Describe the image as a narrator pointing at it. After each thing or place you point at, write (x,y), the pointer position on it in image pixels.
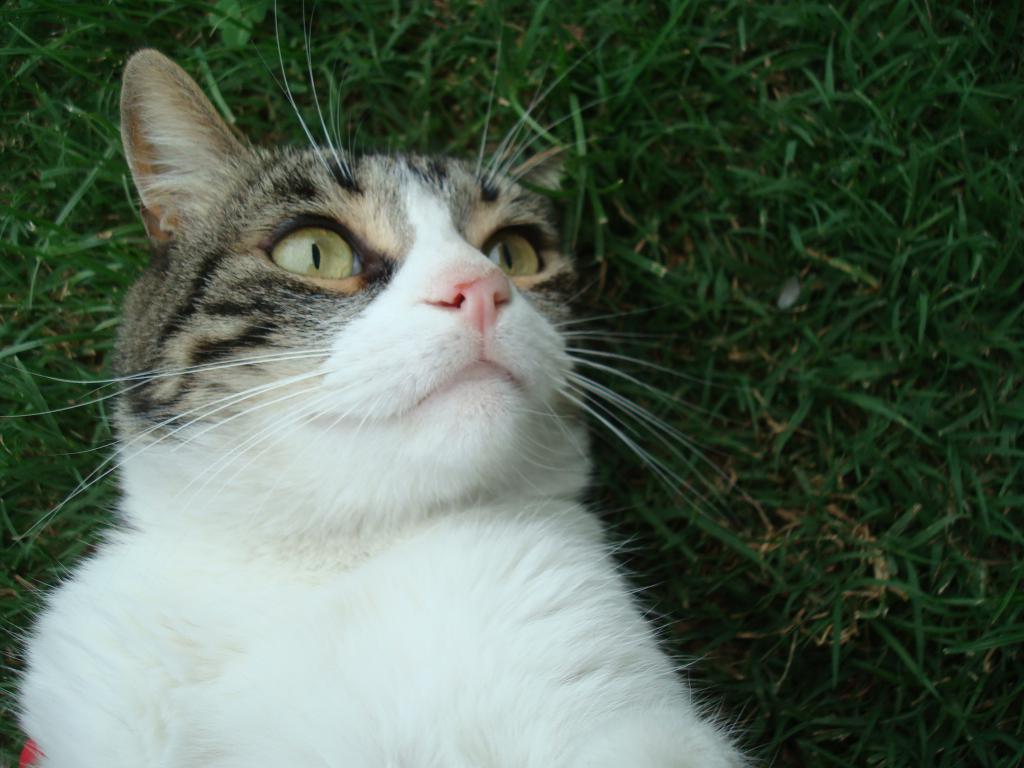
In this picture we can see a cat (403,154) on the grass (711,200).
